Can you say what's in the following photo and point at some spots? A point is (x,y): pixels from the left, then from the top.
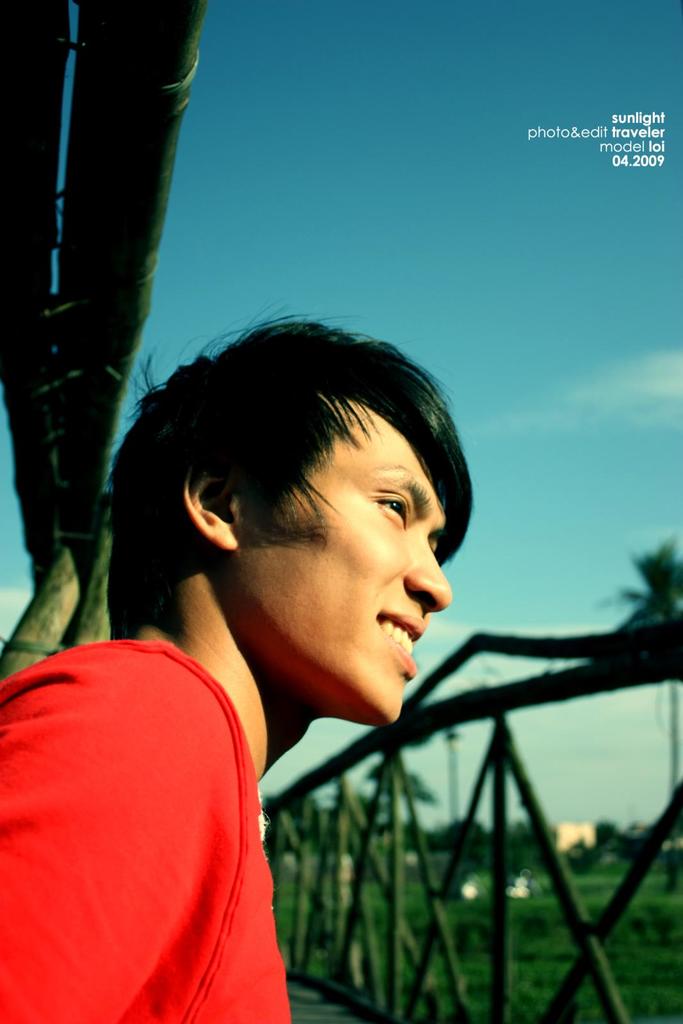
In the center of the image (230,461) we can see a man (333,708) smiling. On the right (597,945) there is a fence (299,784). In the background (606,614) there are trees (635,597) and sky (319,118).
